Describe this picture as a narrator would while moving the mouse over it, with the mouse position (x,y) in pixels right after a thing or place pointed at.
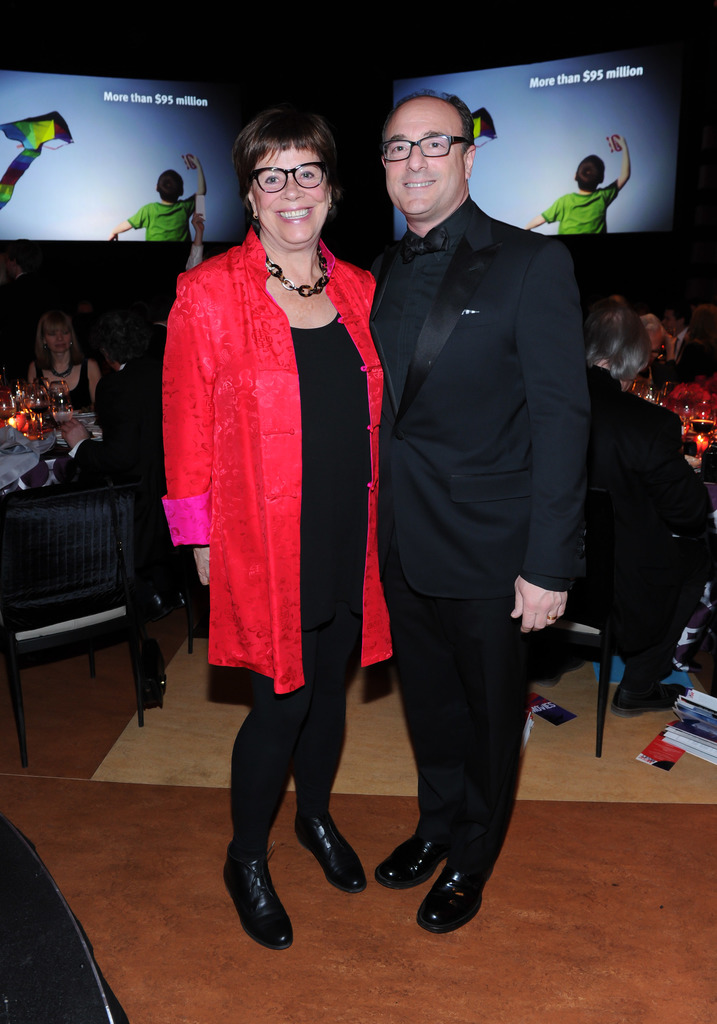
In this image I can see a man (453,396) and a woman (286,476) are standing and smiling by giving the pose to the picture. In the background (530,111) I can see two screens (492,107) and few people (611,344) are sitting on the chairs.
